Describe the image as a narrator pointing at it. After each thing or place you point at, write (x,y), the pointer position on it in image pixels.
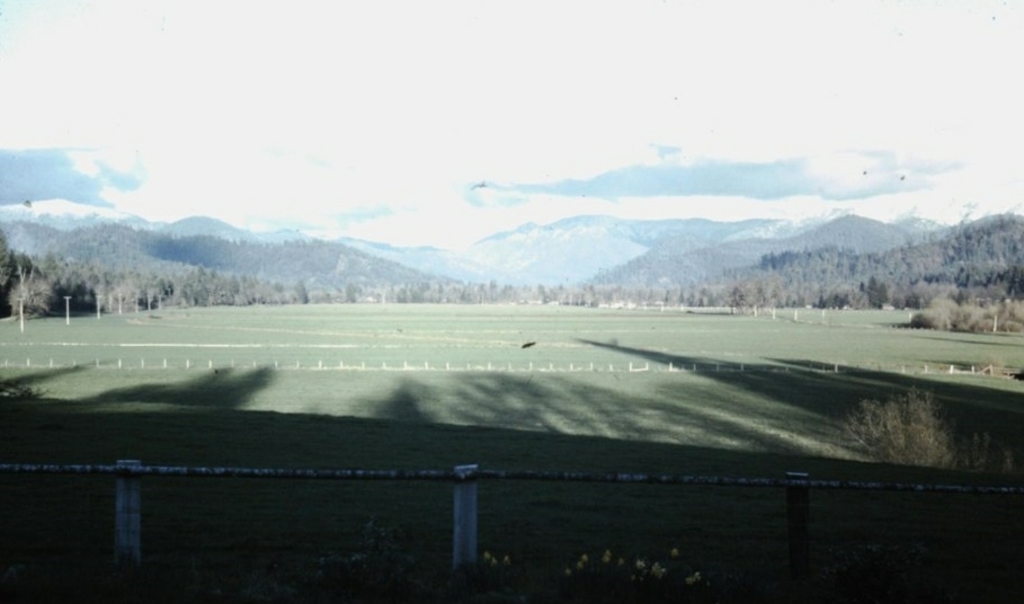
At the bottom (446,488) we can see fence (689,476), grass (255,536), plants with flowers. In the background (333,342) we can see grass (397,352), poles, trees (984,281), mountains (509,271) and clouds (622,66) in the sky (622,66).
